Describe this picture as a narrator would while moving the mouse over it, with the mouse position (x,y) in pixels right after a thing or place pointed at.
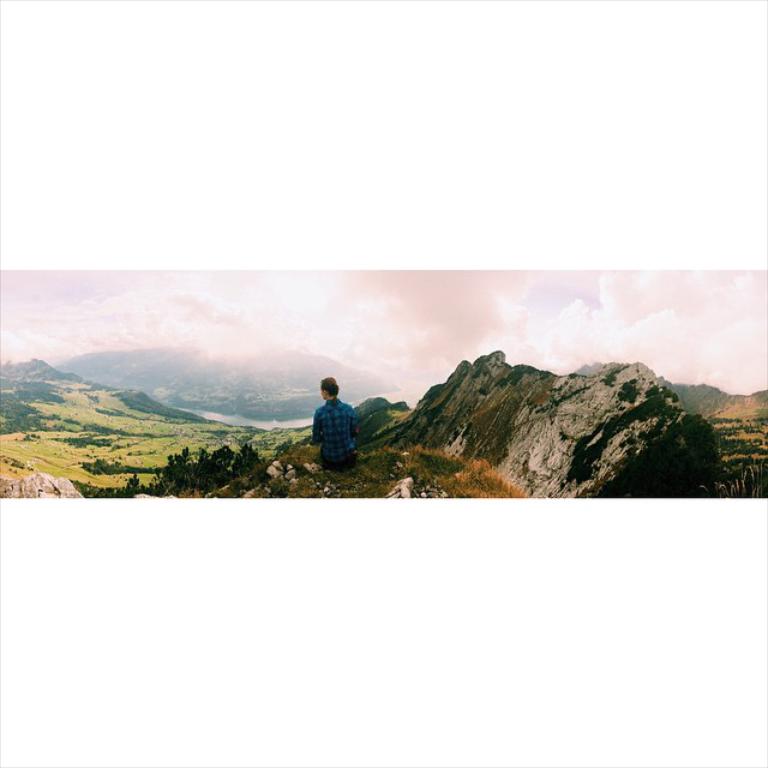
This picture might be taken from outside of the city. In this image, in the middle (345,444), we can see a person (327,394) sitting on the rock (346,475). On the right side (568,418), we can see some rocks (638,386) and trees (766,453). On the left side (14,397), we can also see some rocks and trees (7,406). In the background (174,360), we can see some mountains (434,396). On the top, we can see a sky (450,301) which is cloudy, at the bottom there are some trees (222,480), plants (200,480) and stones (12,485).
